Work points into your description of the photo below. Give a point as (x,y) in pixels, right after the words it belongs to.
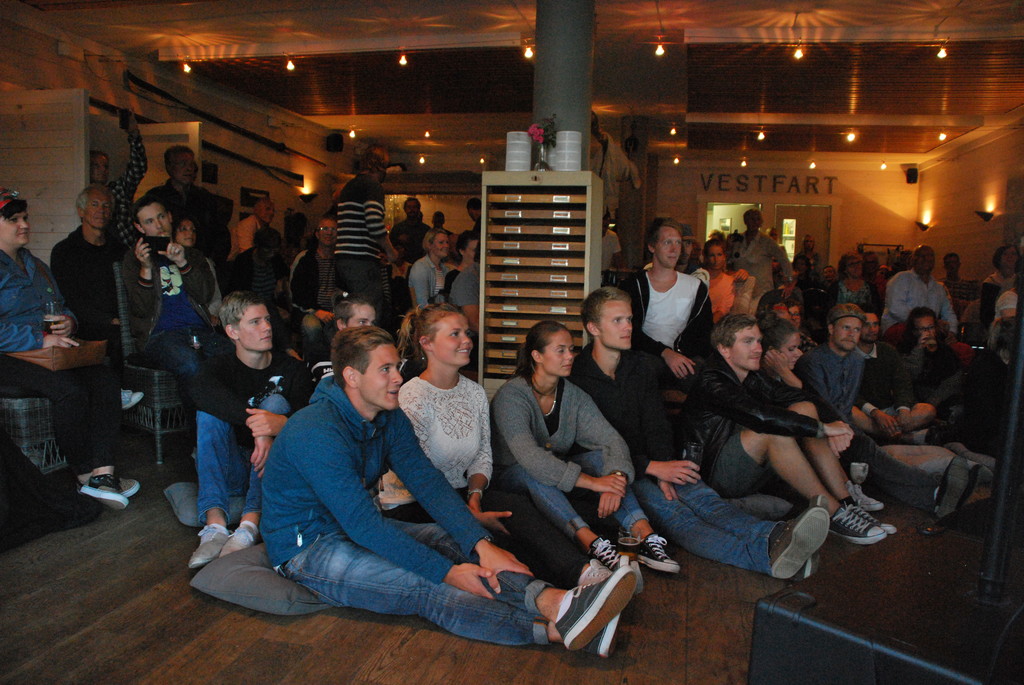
In this image I can see number of people (328,270) where few are standing and rest all are sitting. I can see most of them are wearing jackets (715,371) and few of them are wearing caps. In the background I can see number of lights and over there I can see something is written.
